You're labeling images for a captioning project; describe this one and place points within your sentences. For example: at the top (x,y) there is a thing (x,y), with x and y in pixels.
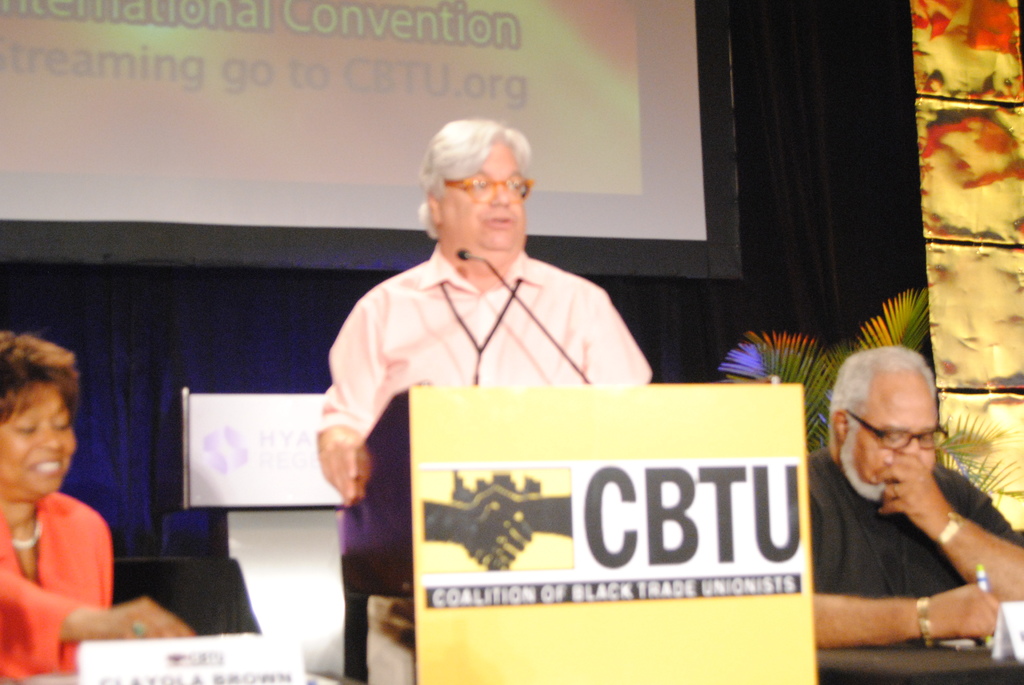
In this image I can see a person (492,332) standing at the center (484,290) and there is a microphone (500,280) and speech desk (628,666). There are 2 people (844,450) on the either sides. There is a plant (856,354) and a projector display (384,74) at the back (566,56).
